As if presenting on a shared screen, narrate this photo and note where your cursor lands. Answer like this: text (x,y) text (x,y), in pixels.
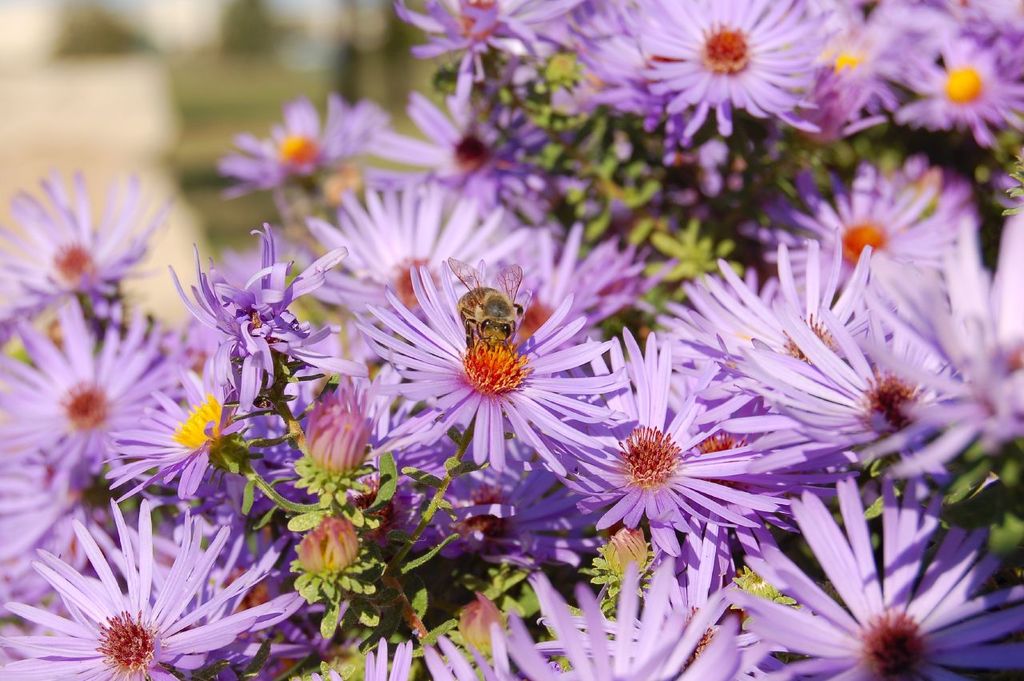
In this image there are few plants (552,336) having flowers (948,404) and buds (360,471). An insect (480,329) is on a flower (546,428). Background (106,158) is blurry.
